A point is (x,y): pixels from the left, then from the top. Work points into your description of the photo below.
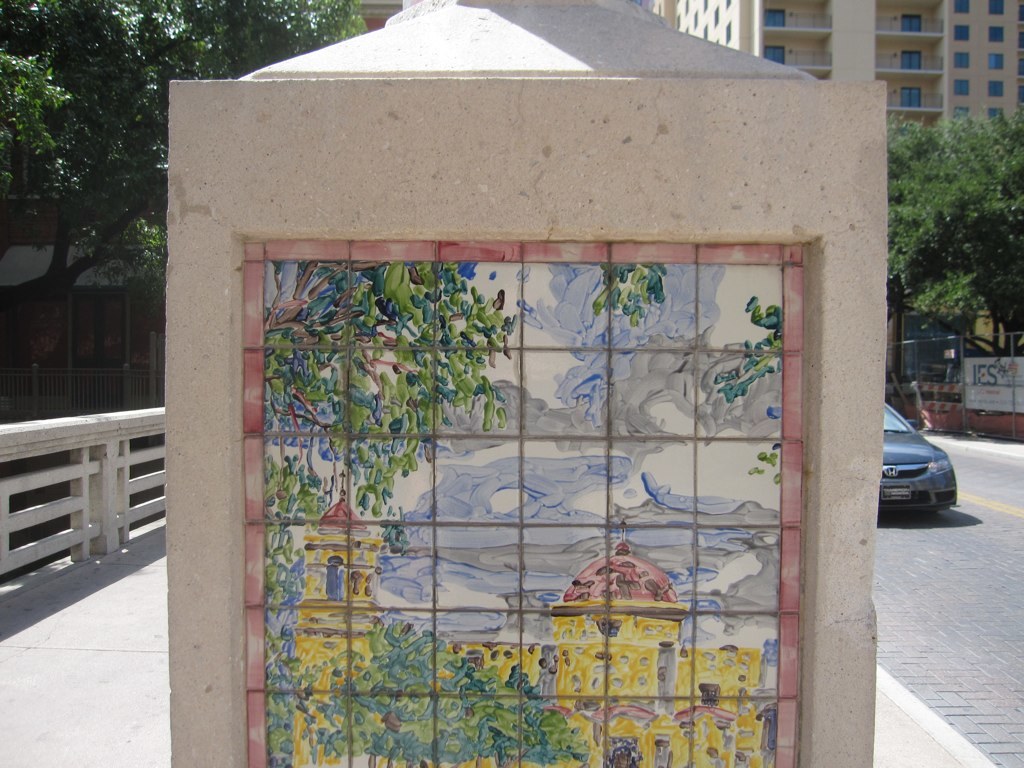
In this image we can see painting (620,503) on the wall (819,561). Here we can see road (903,548), vehicle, board (997,366), fence (34,525), trees (23,16), and a building (929,43).
